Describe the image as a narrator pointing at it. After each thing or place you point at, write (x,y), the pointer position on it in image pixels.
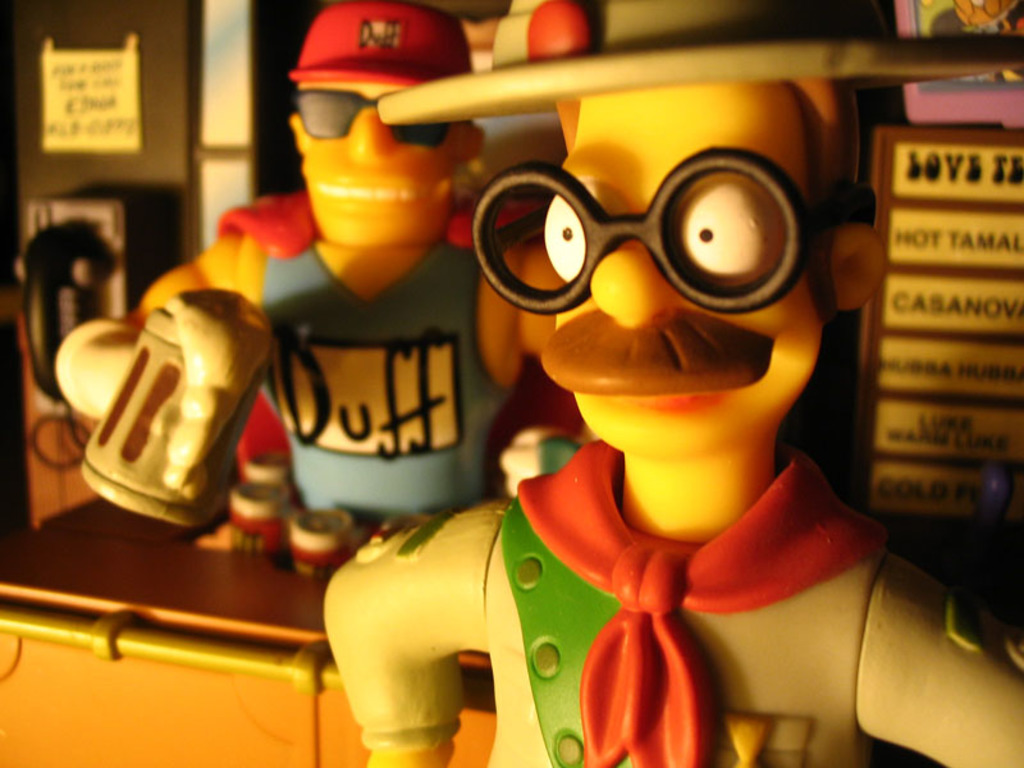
In this image I can see few toys (802,352) in different colors and few objects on the table (193,582). Back I can see a telephone (51,324).
